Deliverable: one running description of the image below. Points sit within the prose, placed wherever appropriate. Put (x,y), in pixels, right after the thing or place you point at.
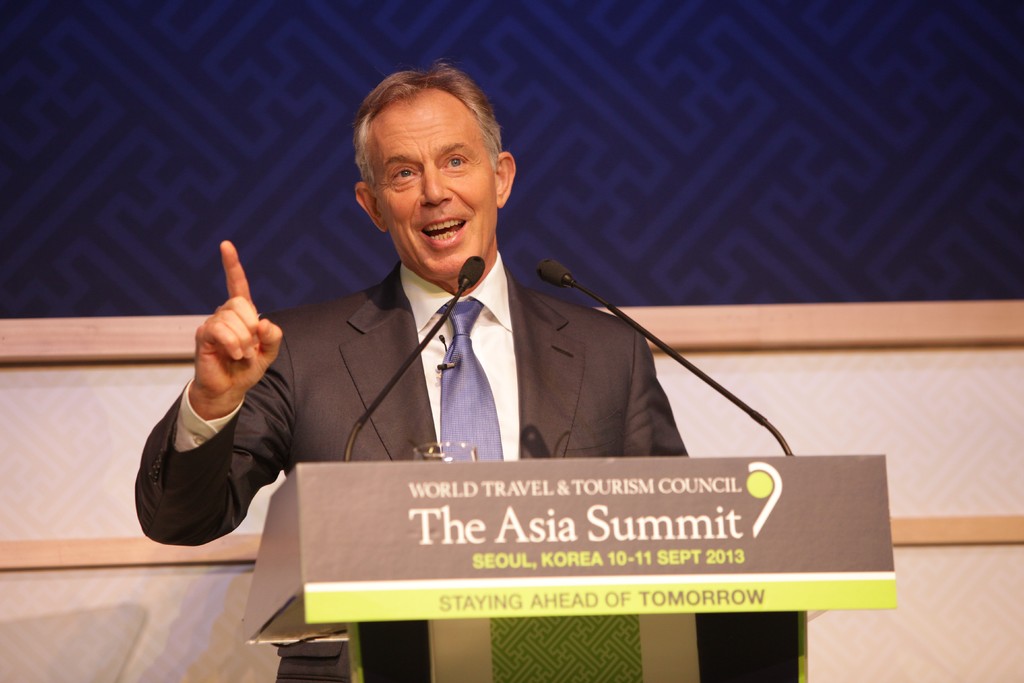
In this image we can see a person (411,316) standing in front of the podium (383,488), on the podium (382,473) there are two mics (349,443) and a glass (456,452), also the background (913,407) looks like the wall (908,394).
